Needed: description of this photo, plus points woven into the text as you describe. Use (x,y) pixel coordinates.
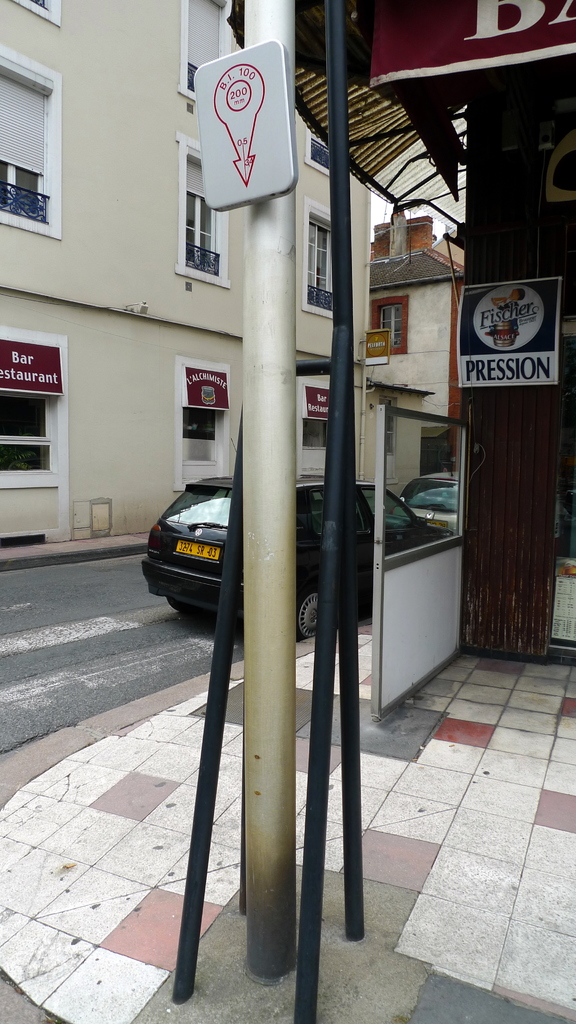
In this image I can see few poles (284,456) in the front (346,461) and on one pole (259,34) I can see a sign board (284,65). In the background (125,591) I can see a road (46,642) and on it I can see two cars (422,502). On the both side of the road (16,670) I can see few buildings (41,458), number of boards (558,306) and on these boards (217,405) I can see something is written.
